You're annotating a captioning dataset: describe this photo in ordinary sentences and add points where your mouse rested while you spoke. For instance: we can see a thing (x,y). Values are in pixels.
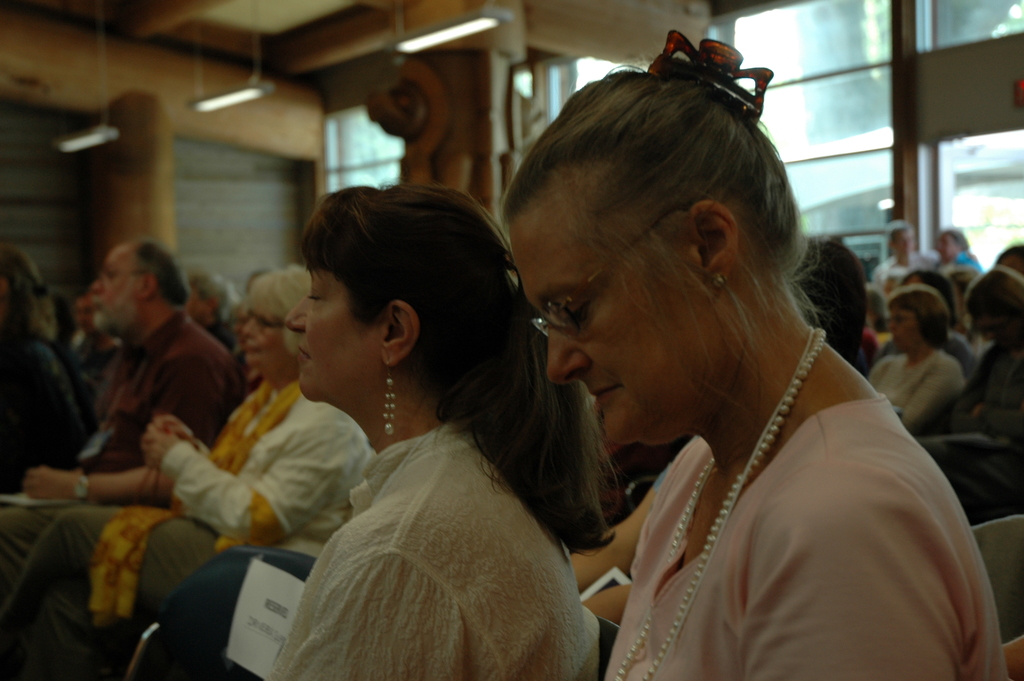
In this image I can see people (449,420) sitting on chairs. In the background (862,127) I can see framed glass wall (850,108), lights (252,88) and some other objects (256,99).
